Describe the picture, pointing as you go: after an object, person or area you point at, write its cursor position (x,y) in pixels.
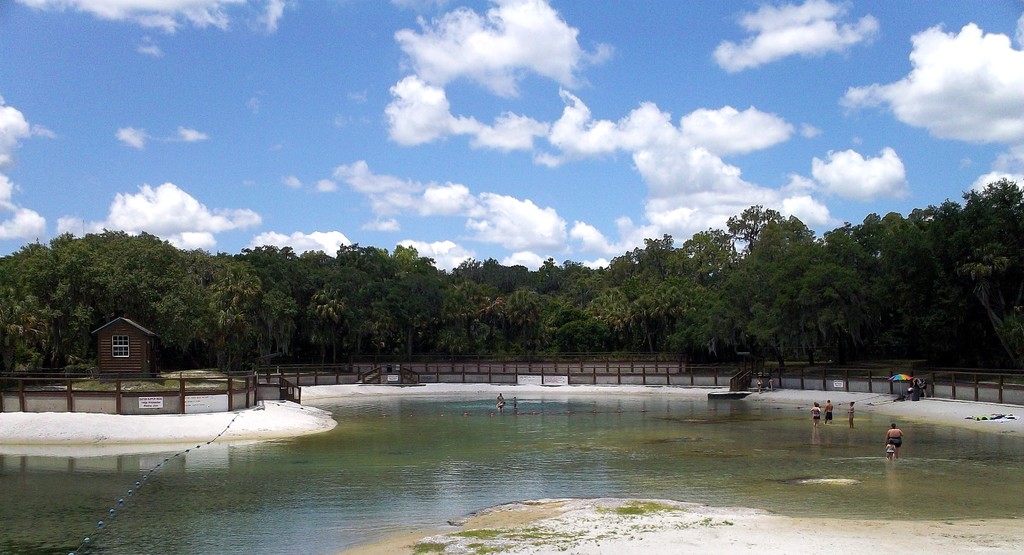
In this image I can see water (412,420) in the front (792,443). On the right side of the image (848,421) I can see few people (914,383), an umbrella (890,381) and few other things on the ground (1003,409). In the background (510,328) I can see number of trees (409,287), clouds (697,187) and the sky (811,60). On the left side of the image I can see a shack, few boards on the wall (270,392) and on these boards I can see something is written. On the bottom left side of the image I can see a wire like thing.
